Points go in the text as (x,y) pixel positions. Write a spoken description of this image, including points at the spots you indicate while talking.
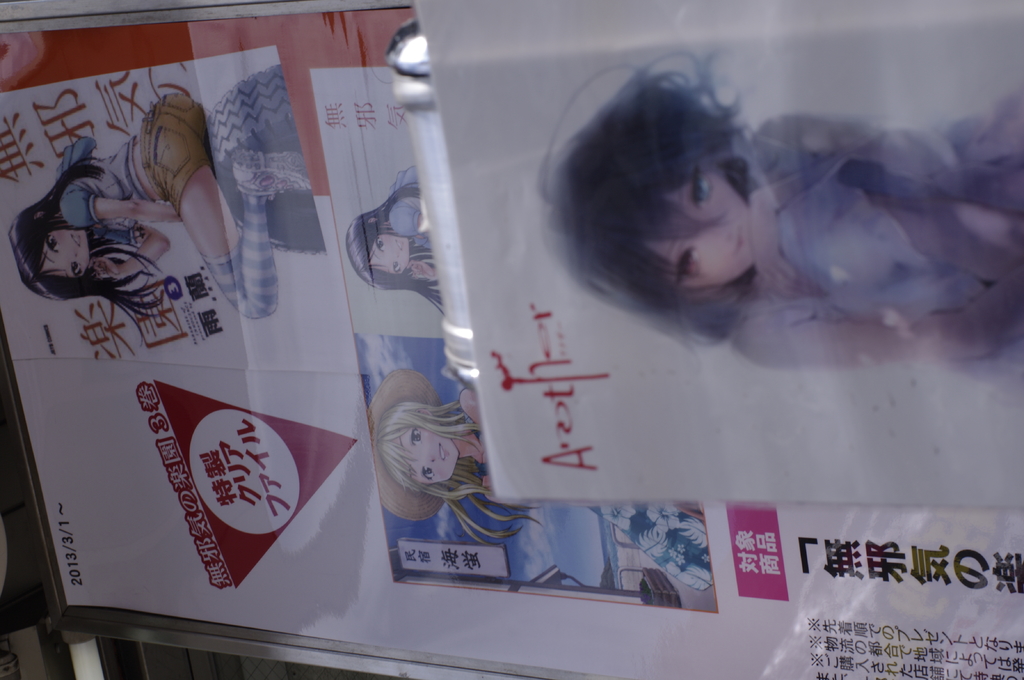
In this image there are posters (514,372) on the surface (563,343), there are persons (77,234) and text (741,561) printed on the posters (281,475), there is an object (401,44).
